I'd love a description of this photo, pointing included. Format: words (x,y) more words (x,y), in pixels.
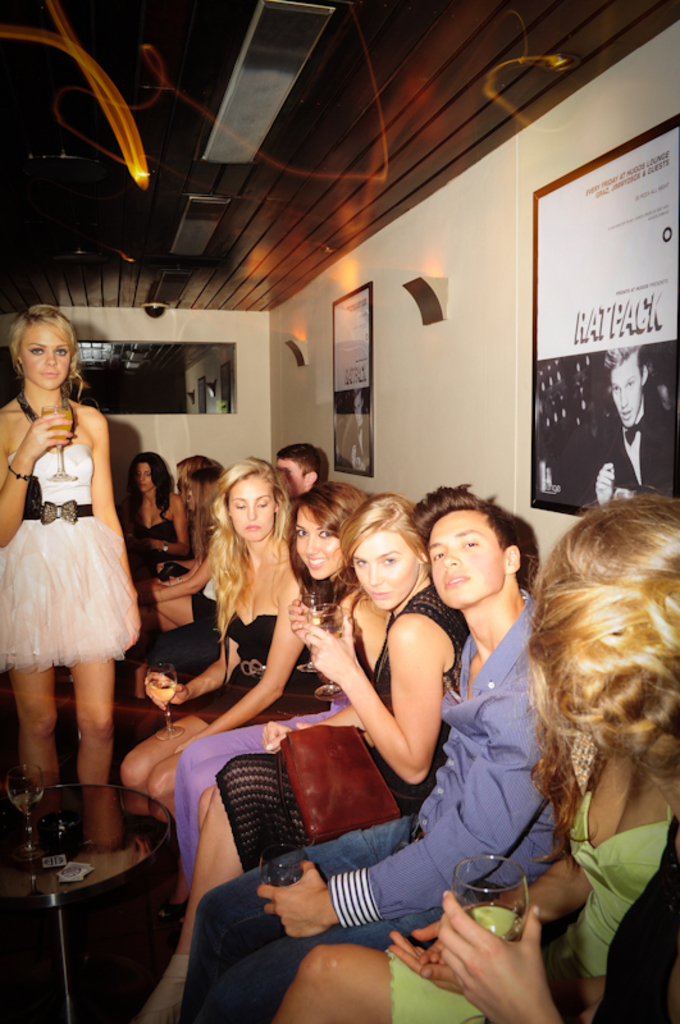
In the picture there are a group of people (319,666) sitting on the right side (455,956) and there is a woman (91,439) standing in front of them, in the foreground (76,899) there is a table (37,842) and on the table (13,821) there is a glass (34,857), in the background (398,358) there is a wall (405,356) and there are some posters (364,324) attached to the wall (286,388).
